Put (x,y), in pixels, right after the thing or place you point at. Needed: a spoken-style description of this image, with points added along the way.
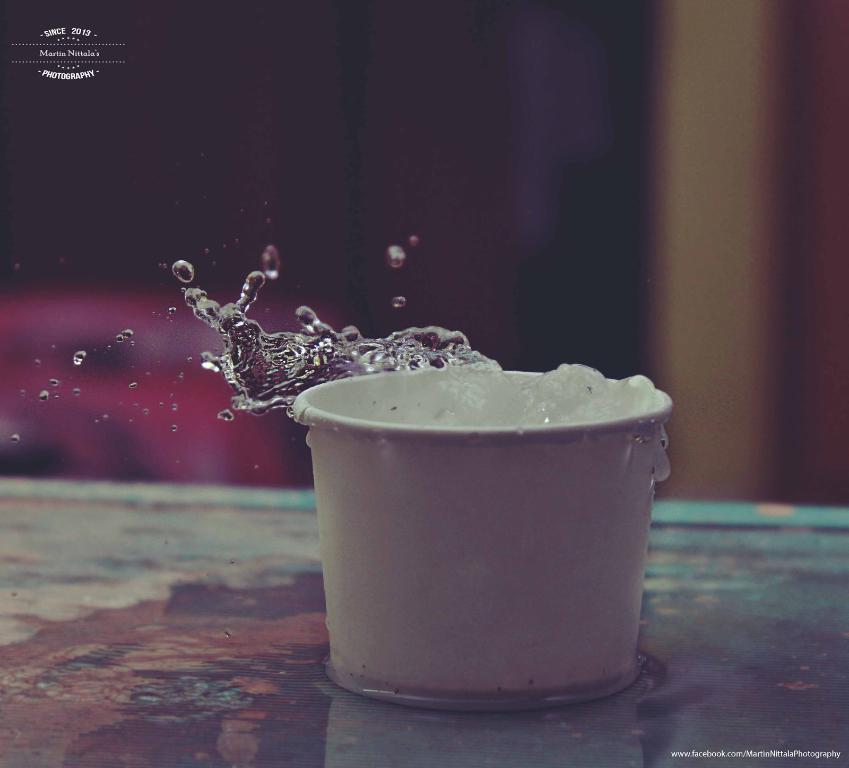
In this picture I can see there is a glass (477,446) placed on a surface (264,693) and there is water spillage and there is a logo (52,44) at the top left corner (75,37) and the backdrop (708,211) is blurred.
